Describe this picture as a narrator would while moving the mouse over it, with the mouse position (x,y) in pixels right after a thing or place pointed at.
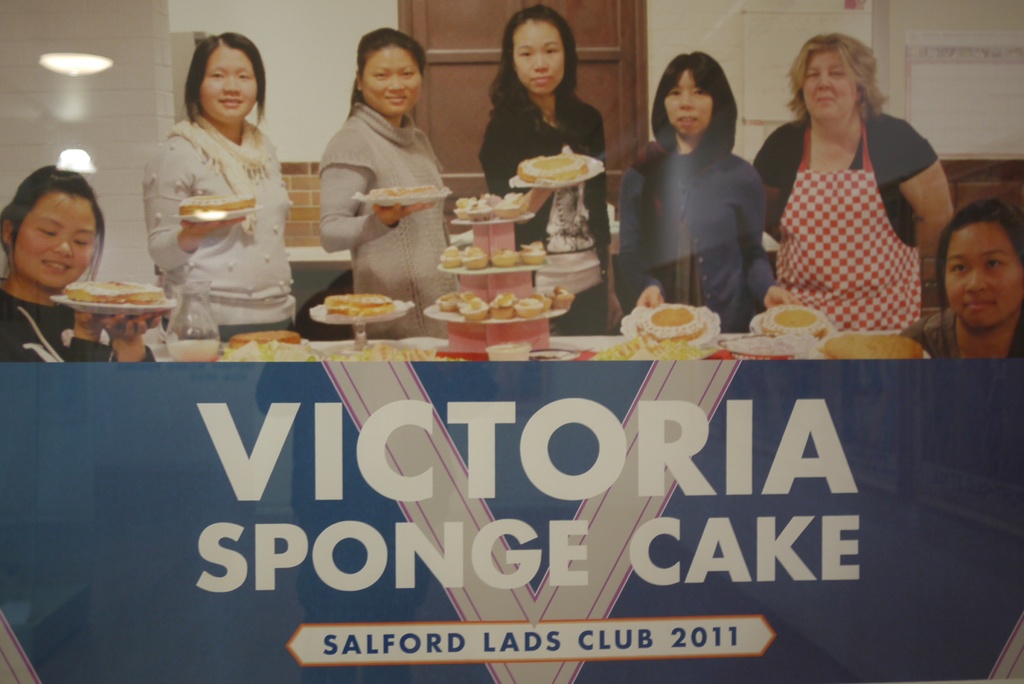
In this image we can see there are people (393,165) standing and holding a plate (829,331) with food items (197,206). And there is the table (597,349), on the table (448,338), we can see the cupcakes (458,211) arranged on a stand (527,332) and there are a few objects (620,344) on it. In front of the persons (726,165) we can see the text (549,484) and symbol (404,449) and at the back (288,56) there is the wall (178,102) with the door (616,44) and we can see the pillar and there are boards (905,73) attached to the wall (900,55).
